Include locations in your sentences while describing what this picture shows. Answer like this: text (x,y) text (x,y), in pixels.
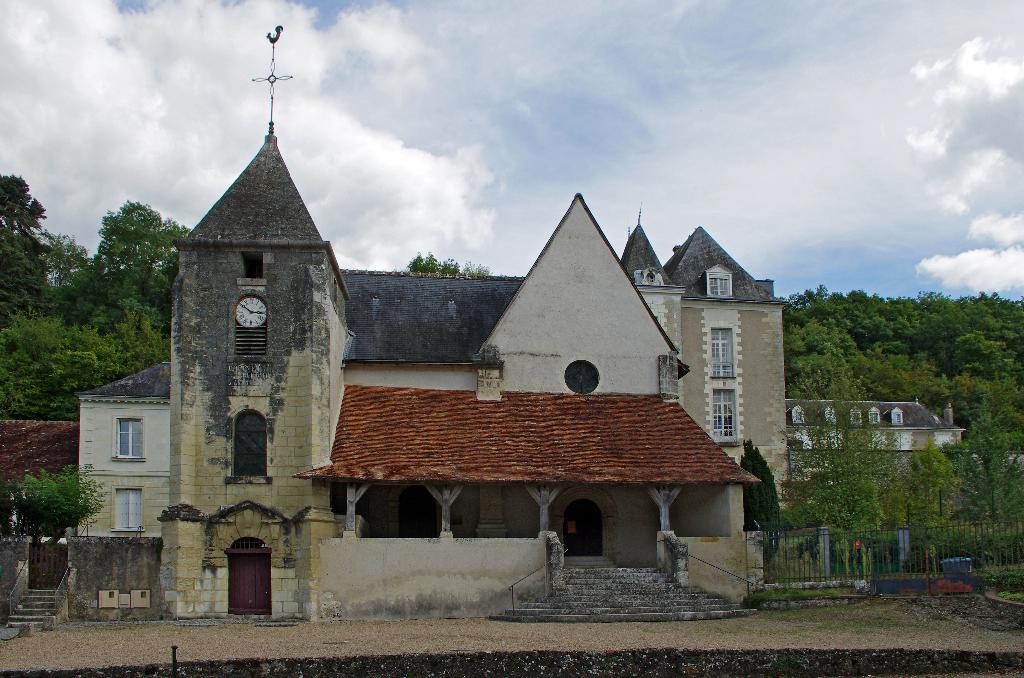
In this picture we can see few buildings (475,422), trees (79,334), fence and clouds (111,157), and also we can see a clock (246,318).
